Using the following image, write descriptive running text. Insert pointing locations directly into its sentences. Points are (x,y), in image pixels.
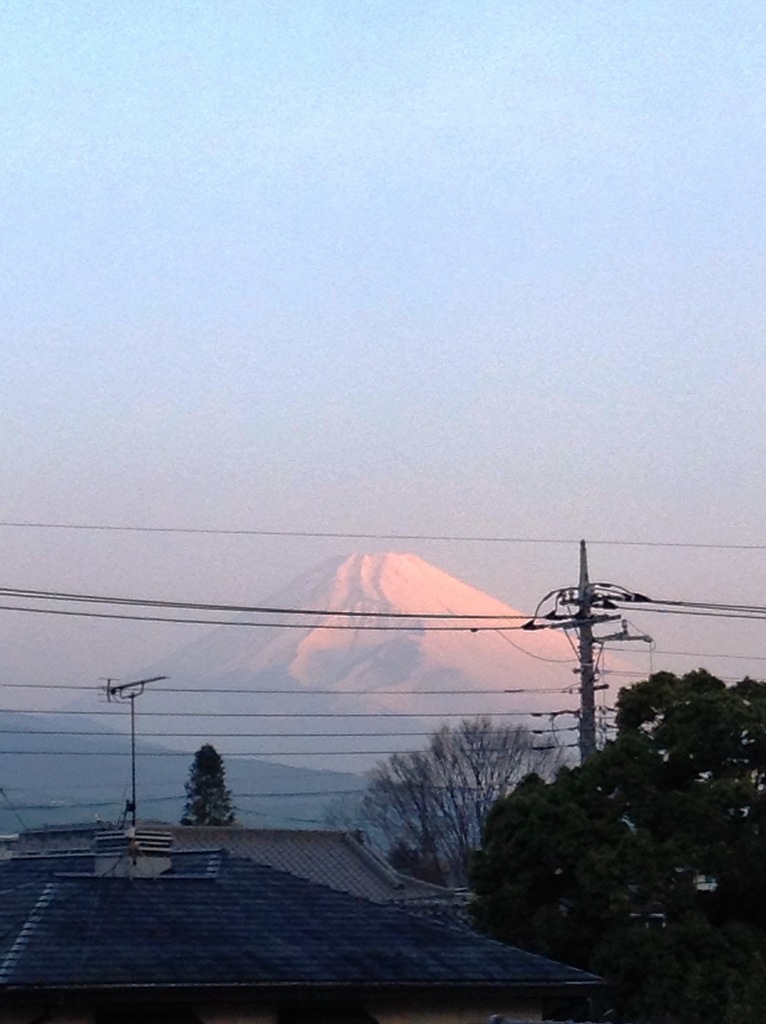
At the bottom of this image (139,907), there are buildings (226,970), trees (607,779), electric poles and mountains (500,644) on the ground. In the background (356,451), there is the blue sky (343,116).
